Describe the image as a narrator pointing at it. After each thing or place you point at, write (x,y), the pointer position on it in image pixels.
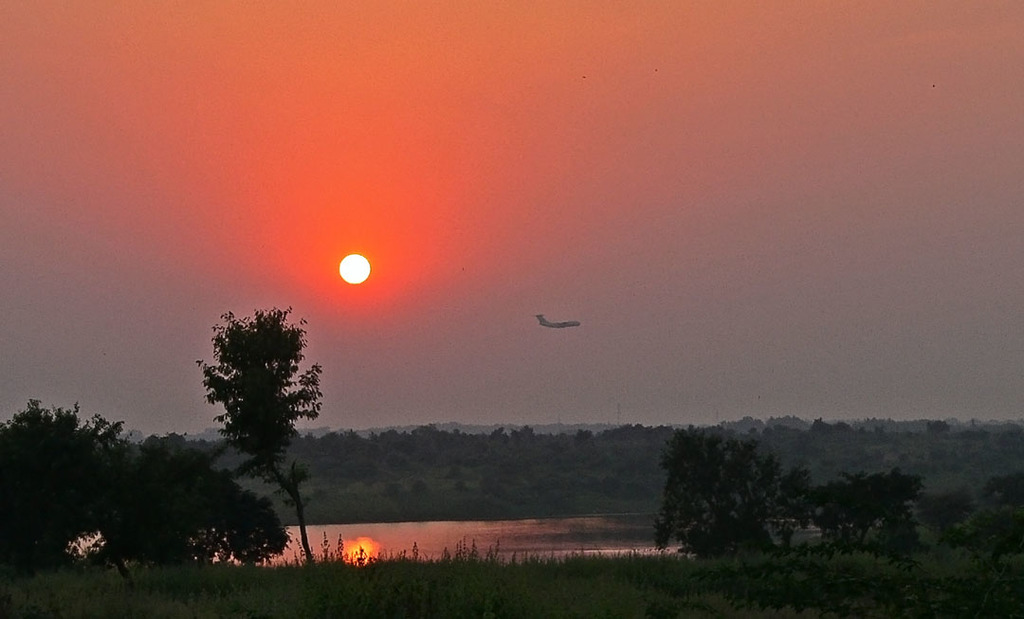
In the image there is an airplane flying in the air (579,357) and below there is a lake (362,522) covered with plants (950,596) and trees (384,463) all around it and above its sky (480,305) with sun (345,261) in the middle (367,272).
